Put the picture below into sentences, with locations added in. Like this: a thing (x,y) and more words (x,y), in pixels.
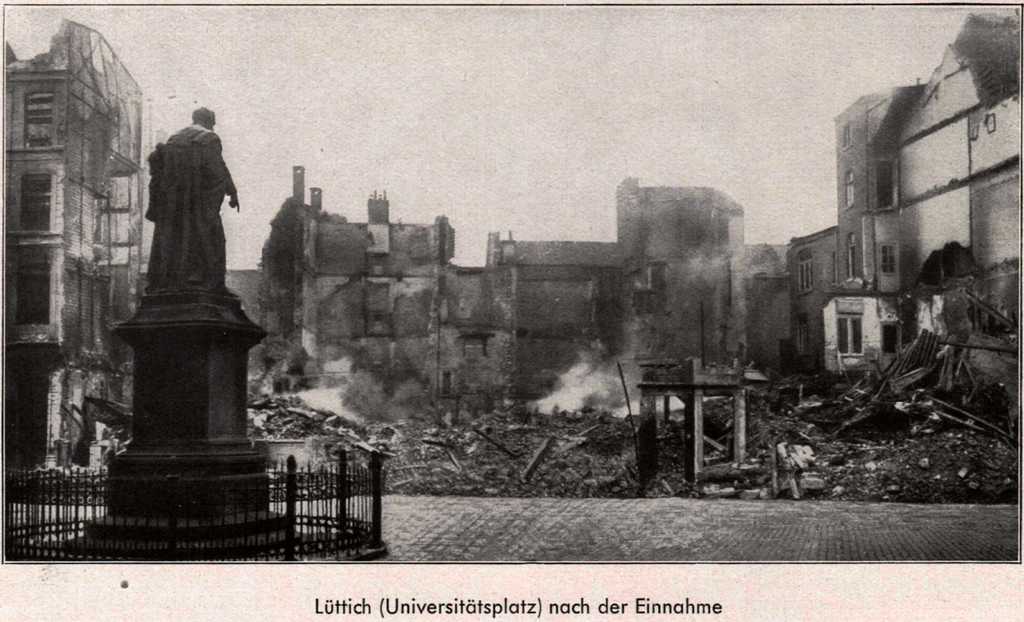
It is a black and white picture, there is a sculpture (186,431) and in front of the sculpture (236,376) the place (350,419) is completely damaged and burnt, around the sculpture (204,190) there are some other buildings (948,201).
